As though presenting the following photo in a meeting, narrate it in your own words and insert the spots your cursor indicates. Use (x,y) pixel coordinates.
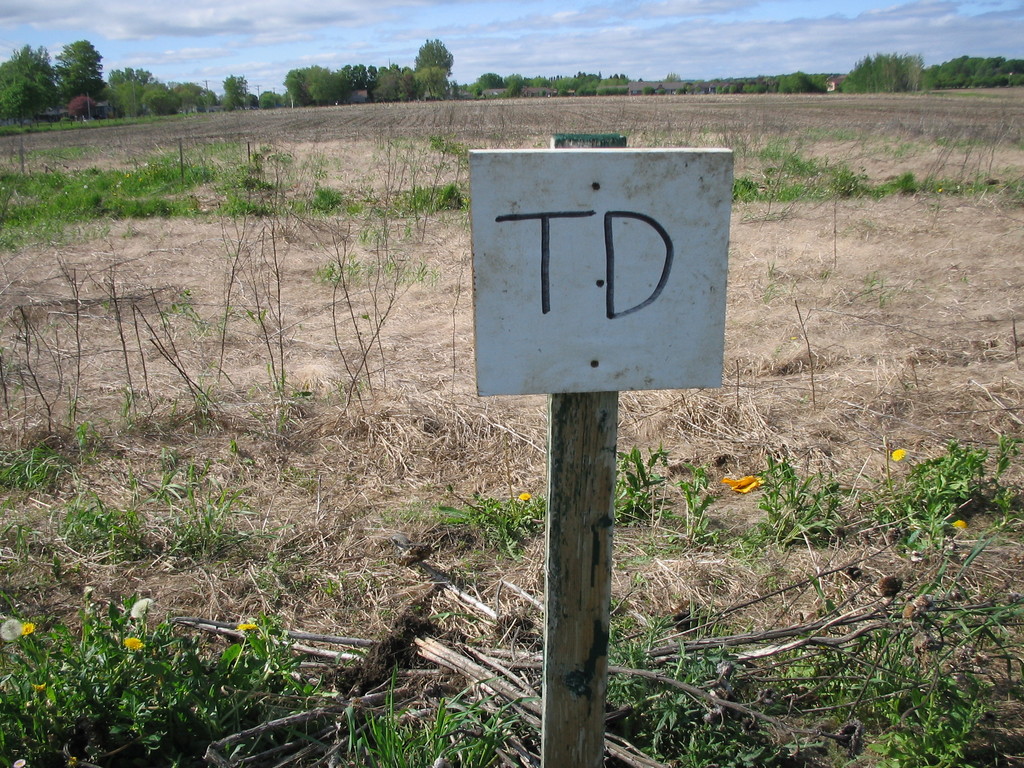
In this image we can see there is a board (586,276) with some text (607,248) is attached to the wooden stick (612,480) and there are a few dry trees (234,283), plants (529,507) and some wooden sticks (357,637) on the surface (72,350). In the background (670,30) there are trees (232,95) and the sky (652,38).
